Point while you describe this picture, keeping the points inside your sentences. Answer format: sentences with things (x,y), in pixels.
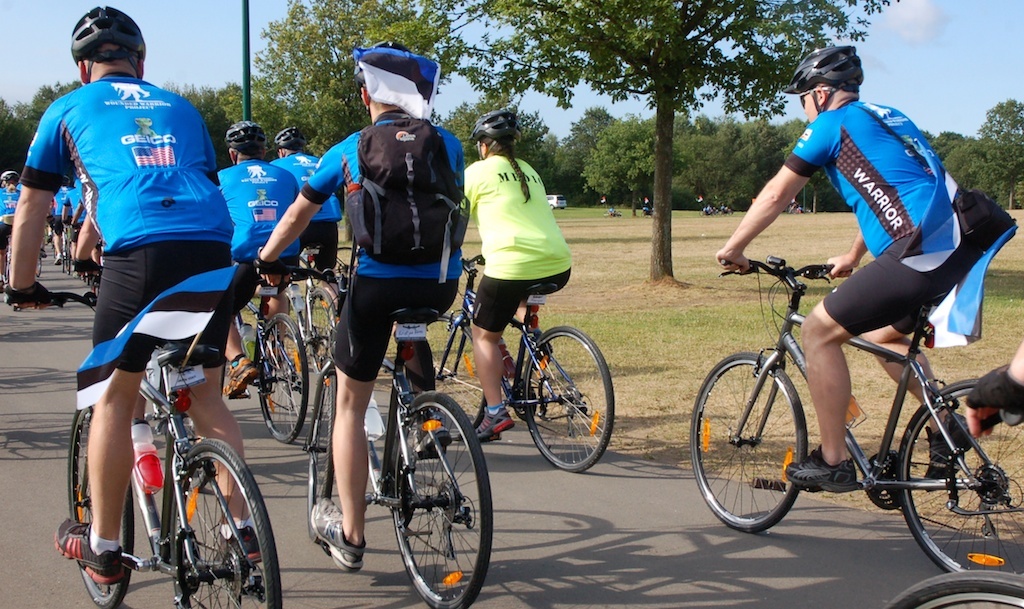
Here we see a bike riding competition going on. Many people (144,182) wearing helmet (130,23) are riding bicycle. The man (426,76) in the middle (353,341) is wearing black bag (397,175) and blue t-shirt (353,175) is riding bicycle (396,485). Even women (535,233) are riding bicycle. Beside this road (642,478), we see grass (710,344), trees (679,132) and car (562,198) and some other vehicles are parked over there.
